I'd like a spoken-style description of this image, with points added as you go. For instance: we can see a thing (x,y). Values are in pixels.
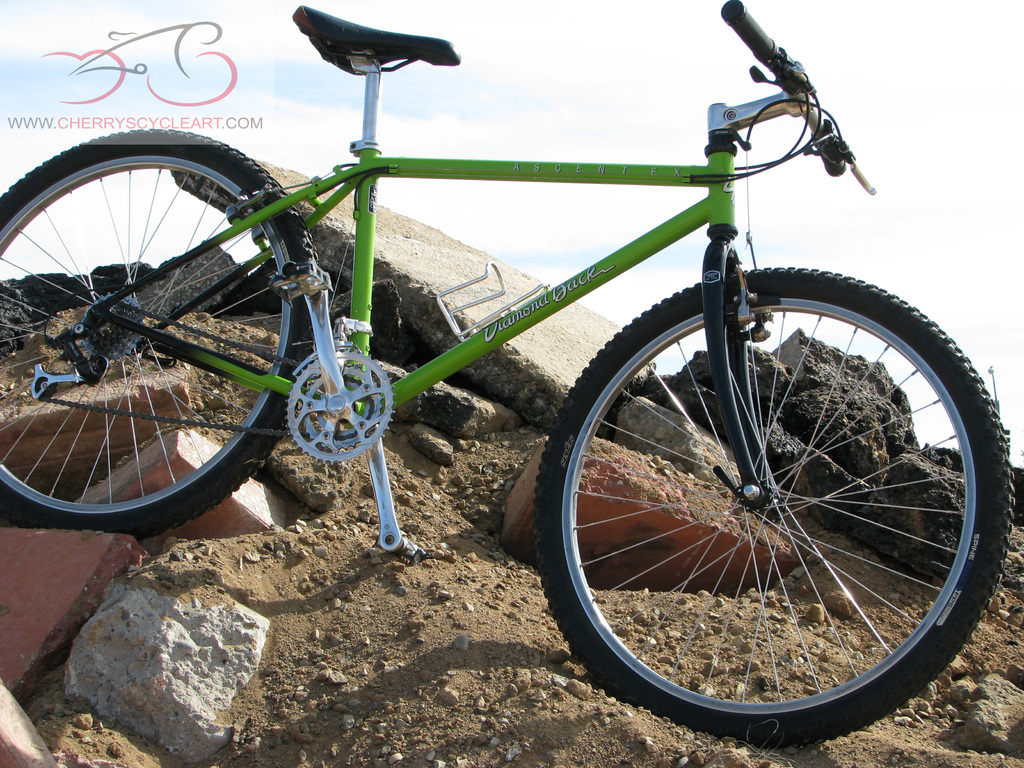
In the picture we can see a bicycle (648,684), which is green in color and it is placed on the mud hill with some stones (424,269) on it, and behind it we can see a sky (990,159) with clouds (1007,157).
